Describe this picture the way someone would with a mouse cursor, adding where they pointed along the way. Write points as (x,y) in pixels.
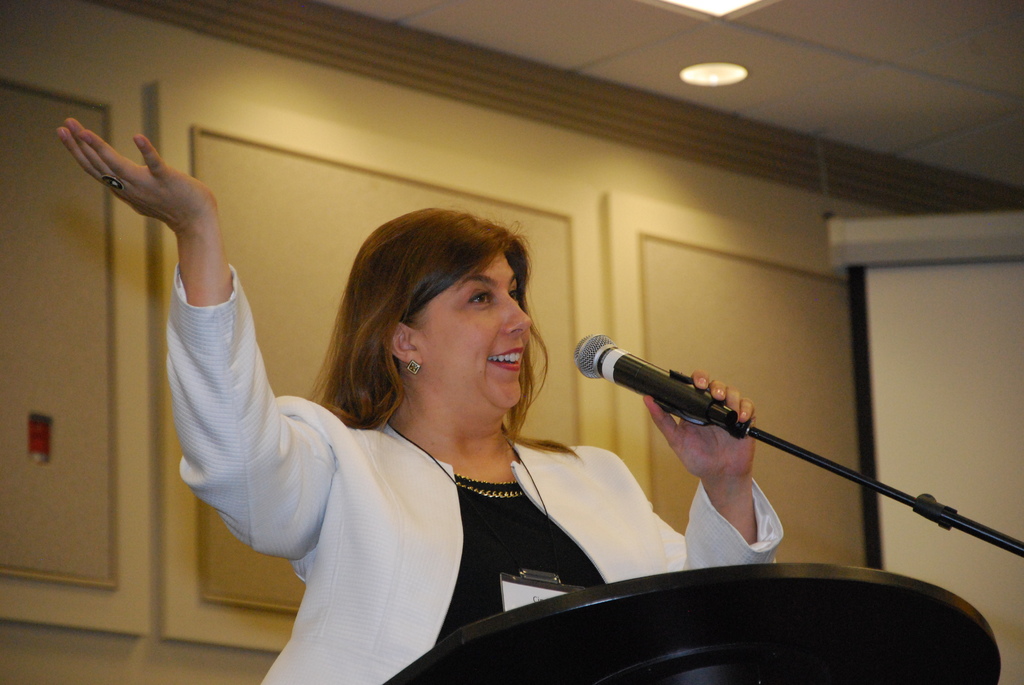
This picture shows a woman (430,502) standing near the podium (643,638), holding a mic (617,381) and speaking. In the background (514,206) there is a wall (452,192).
